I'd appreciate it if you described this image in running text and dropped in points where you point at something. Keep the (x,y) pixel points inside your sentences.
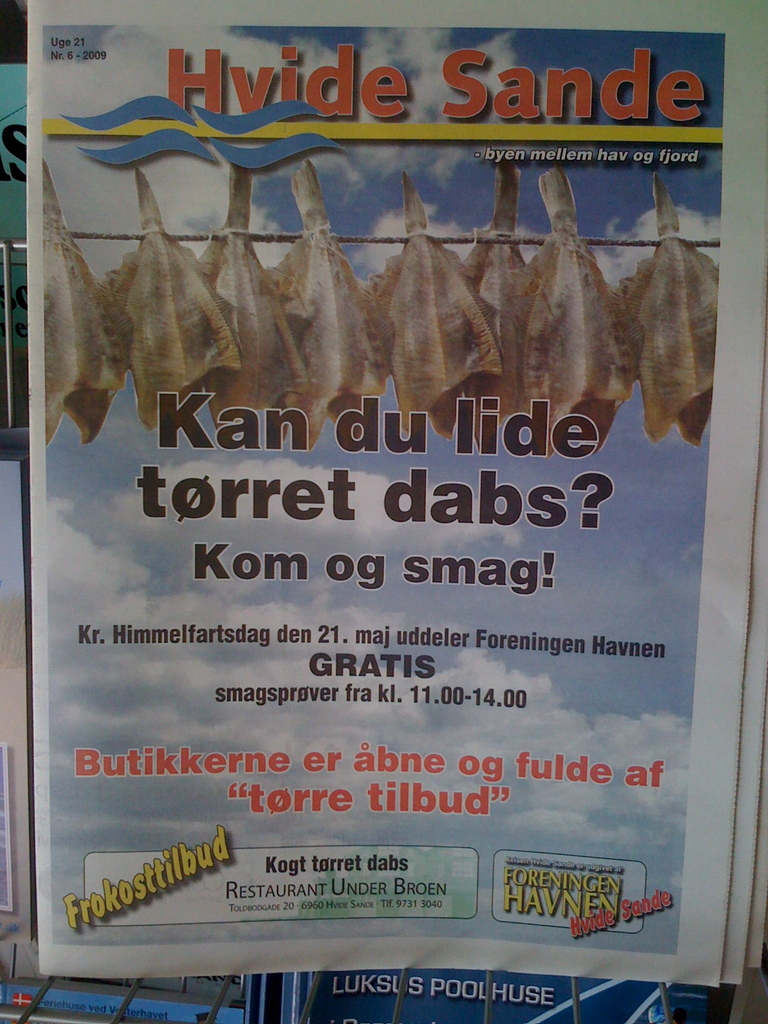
In this image I can see a paper (364,406) in the metal stand (131,988) and on the paper (381,521) I can see few objects (281,333) tied to the ropes (128,235), the sky (527,466) and something is written on the paper (360,740).
